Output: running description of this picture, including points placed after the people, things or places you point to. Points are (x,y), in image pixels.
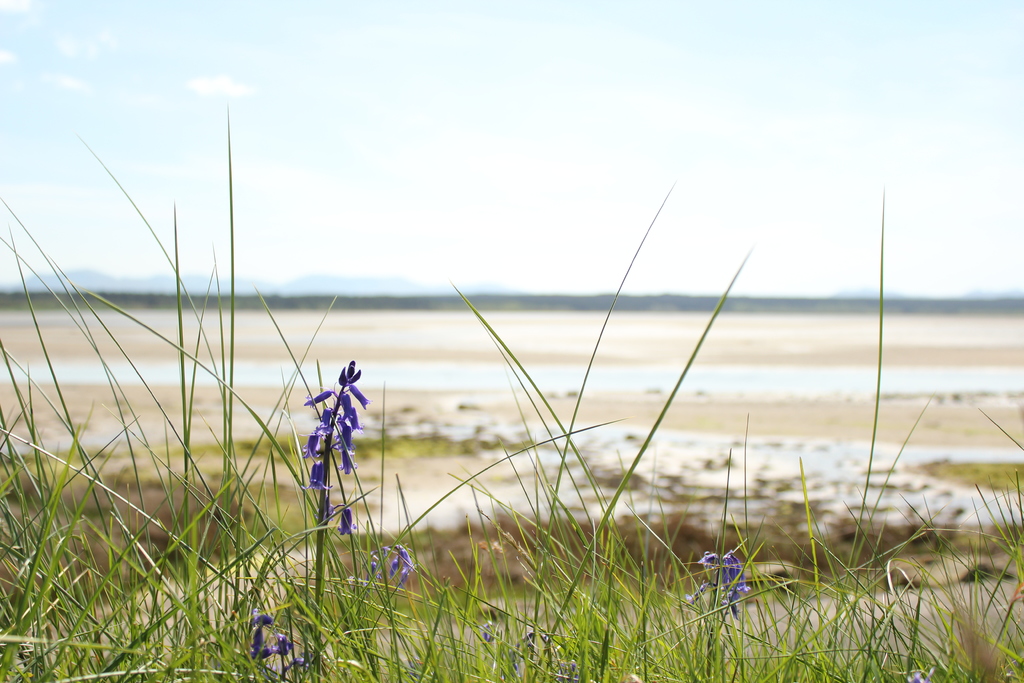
In this image we can see the mountains (427,292), some water (1016,386) on the ground (969,397), in the background (368,301) it looks like trees (386,307), at the top (91,219) there is the sky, some plants (334,418) with flowers (347,428) and grass (199,613) on the ground (80,387).
